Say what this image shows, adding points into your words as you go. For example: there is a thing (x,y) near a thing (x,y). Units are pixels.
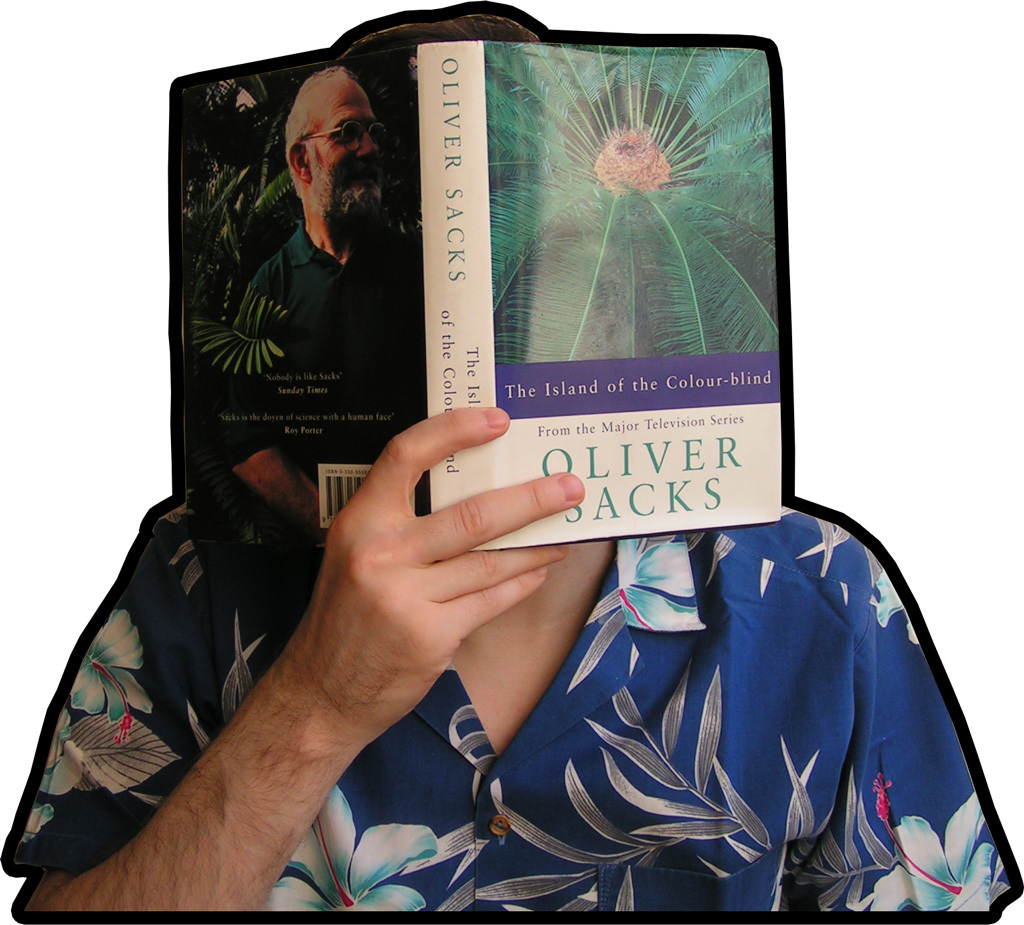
In the foreground of this edited image, there is a person (575,671) holding a book (471,298) and covering his face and there is a white background (919,268).
